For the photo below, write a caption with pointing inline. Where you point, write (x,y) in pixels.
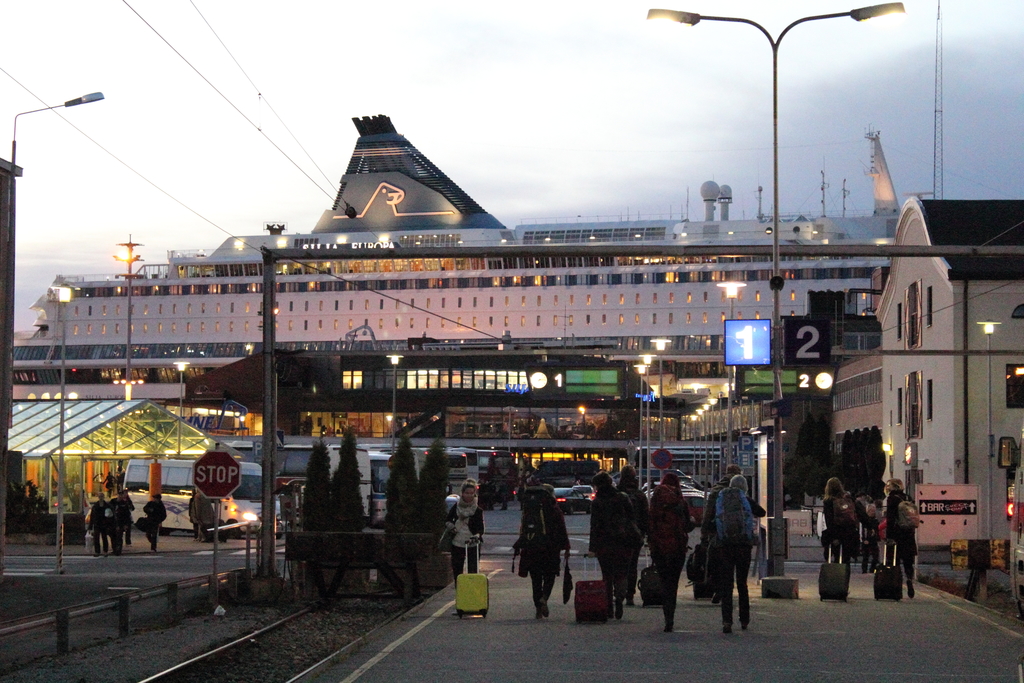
In this image I can see so many (540,596) walking on the road (532,611) along with carry bags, in-front of them there are some poles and buildings (343,429).
